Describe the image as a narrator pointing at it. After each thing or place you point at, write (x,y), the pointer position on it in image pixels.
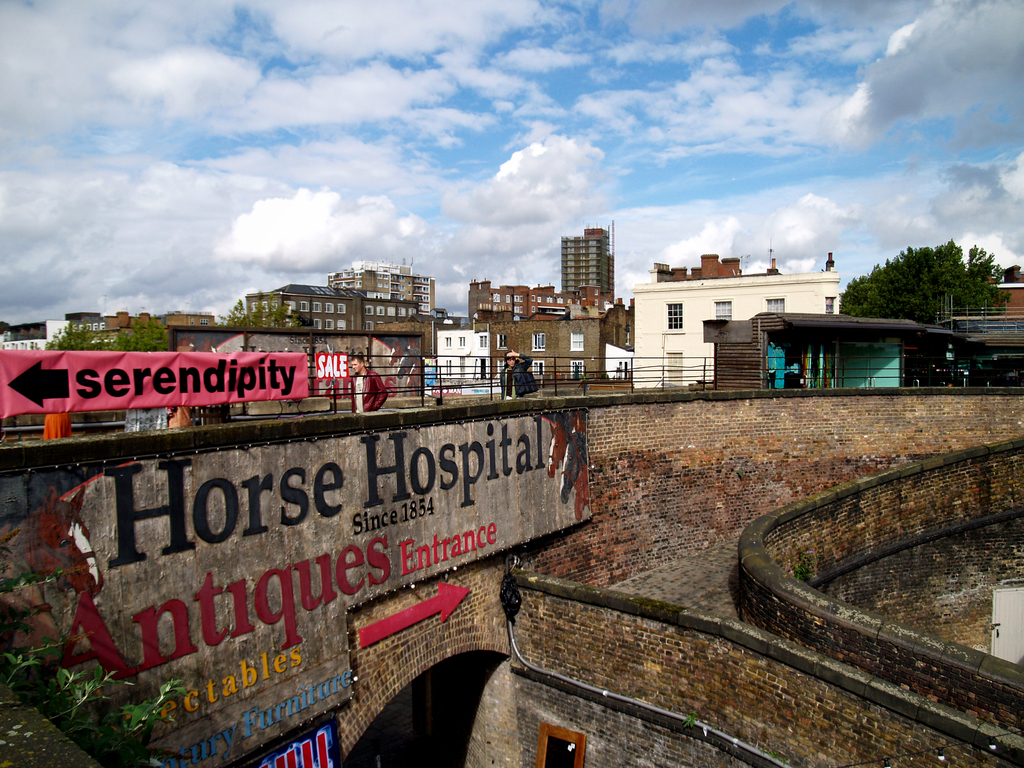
This is an outside view. At the bottom of this image (644,597) there is a bridge (732,562). On the left side (113,618) there is a board (226,604) attached to the bridge (663,490). On this board (476,462) I can see some text (205,616). At the top of the bridge (564,397) there is a railing (541,364) and a board (60,380) is attached to it. Behind the railing (424,378) there are few people (531,388). In the background (494,291) there are many buildings (643,291) and trees (923,275). At the top of the image (629,100) I can see the sky (536,91) and clouds (132,84).
